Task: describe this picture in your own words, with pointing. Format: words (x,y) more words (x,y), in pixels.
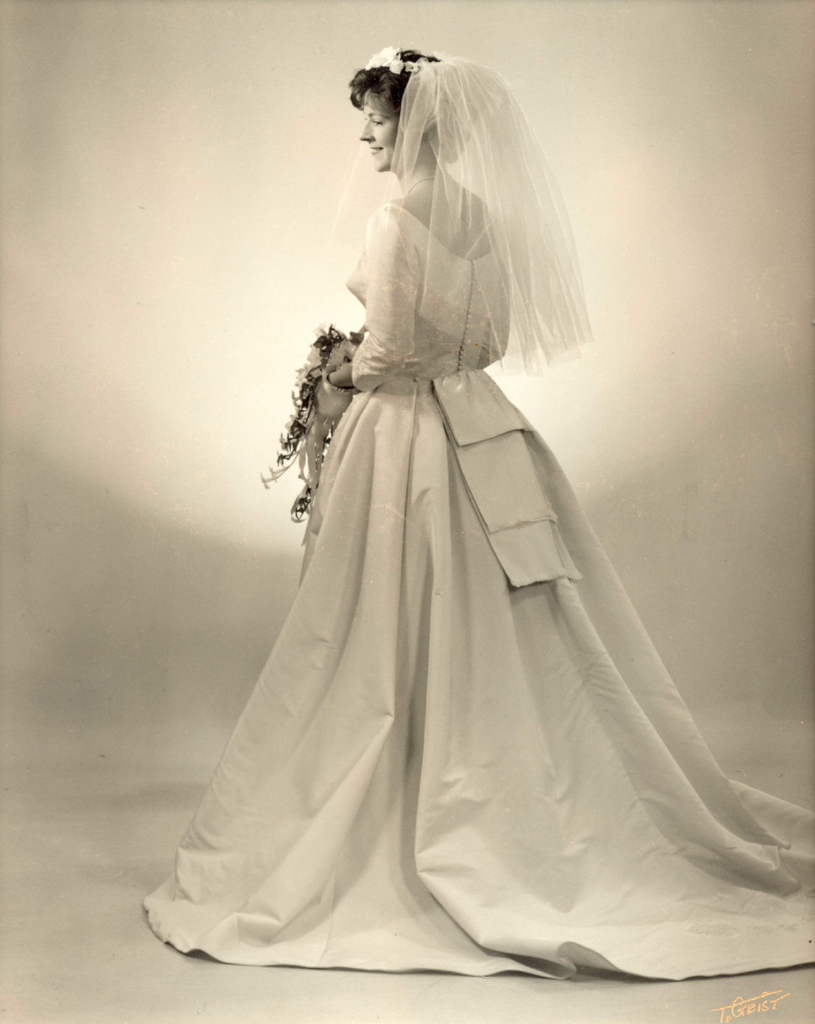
There is a woman (521,472) standing and worn veil (507,322). Background (82,330) it is white.
